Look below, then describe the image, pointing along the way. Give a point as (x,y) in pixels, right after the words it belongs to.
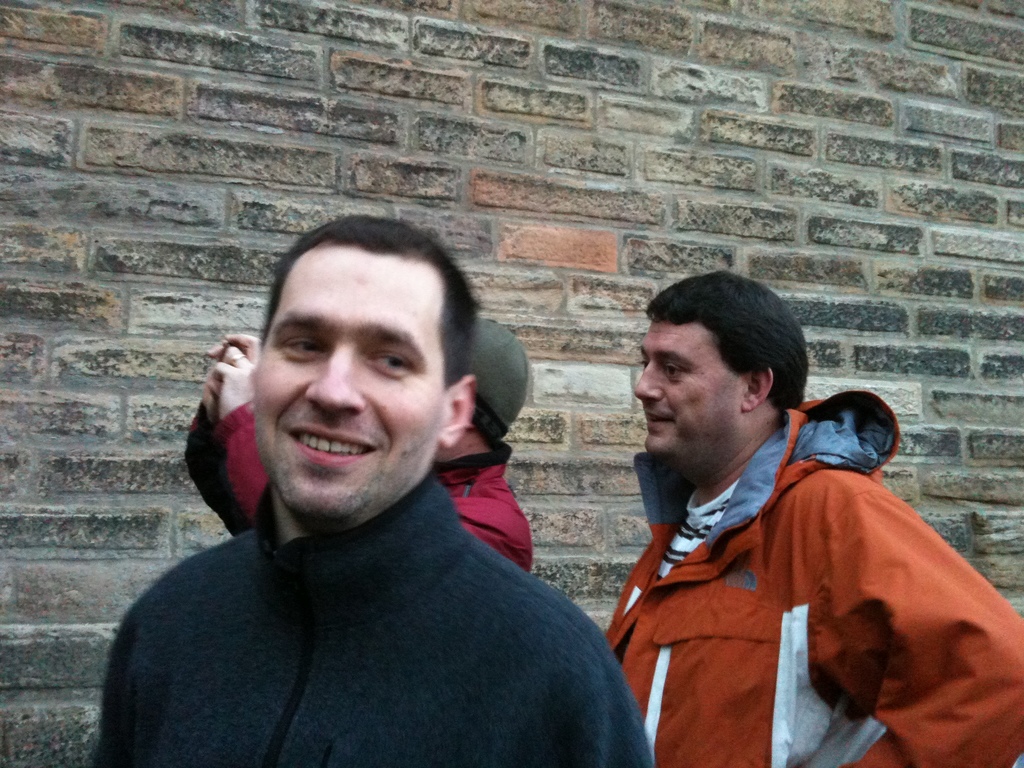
In this image, in the middle (408,367), we can see a man (495,586) wearing a black color shirt (466,708) is having smile on his face (365,468). On the right side (813,605), we can also see another person (931,561). In the background (244,397), we can see a person (457,468) holding a camera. In the background (605,184), we can also see a brick wall (716,158).
